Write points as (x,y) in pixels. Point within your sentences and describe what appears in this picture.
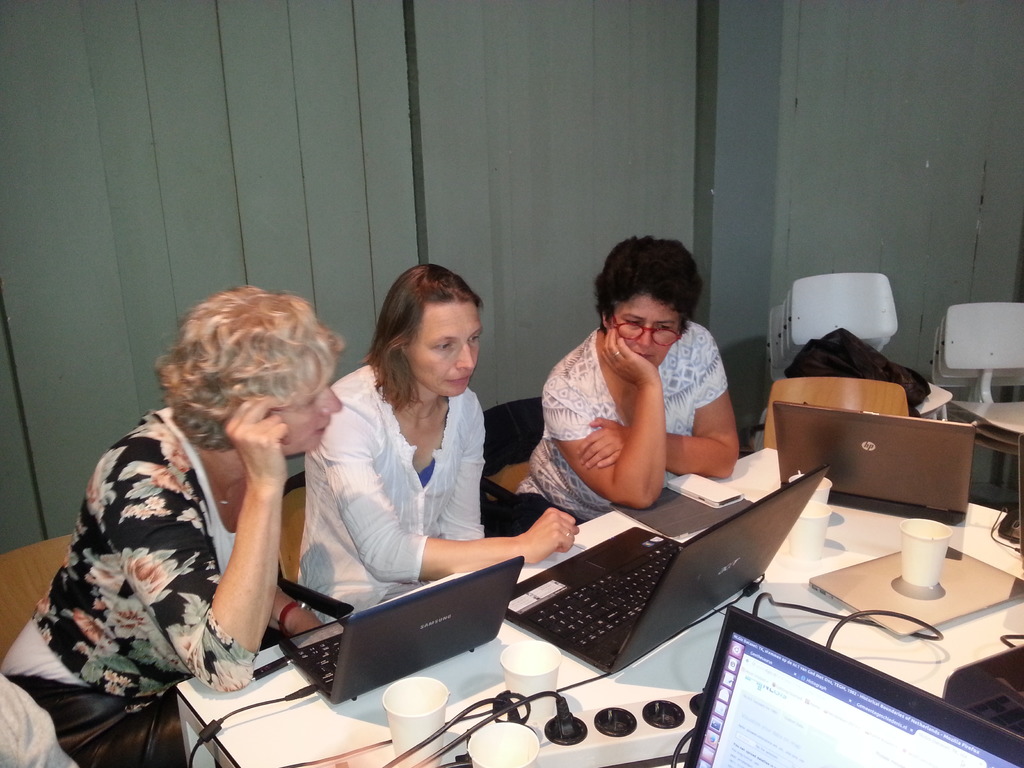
This picture shows three women (125,723) seated and working on their laptops (845,503).
